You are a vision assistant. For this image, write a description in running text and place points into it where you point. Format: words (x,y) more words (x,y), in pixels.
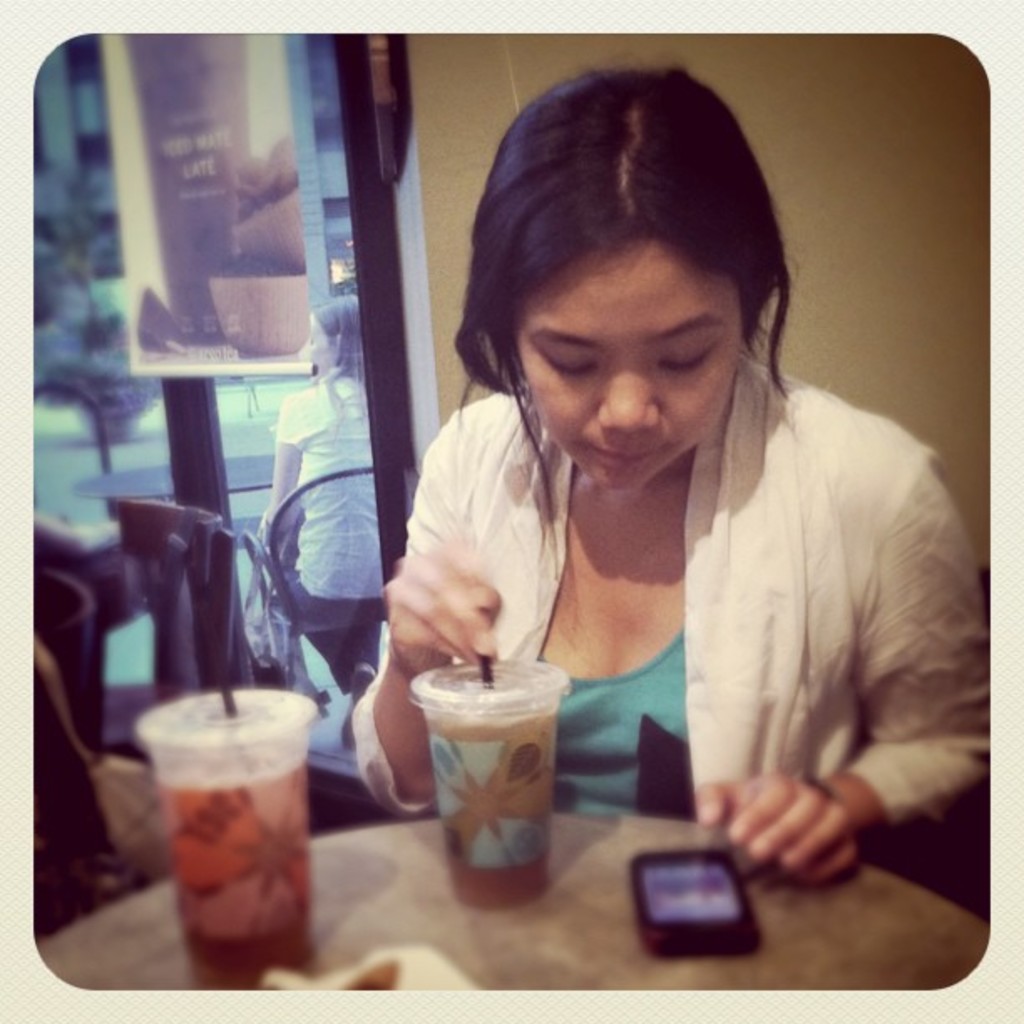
In this picture there is a woman (761,657) who is sitting on the chair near to the table (391,921). On the table (412,888) I can see the glasses (252,848), mobile phone (726,878) and tissue paper (436,980). On the left (327,416) there is a woman (303,459) who is a sitting on the chair (353,472) near to the door (369,417). In front of her I can see the road (162,431), trees (102,400) and buildings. In the top left corner (127,251) there is a poster (183,287) which is placed near to the door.
